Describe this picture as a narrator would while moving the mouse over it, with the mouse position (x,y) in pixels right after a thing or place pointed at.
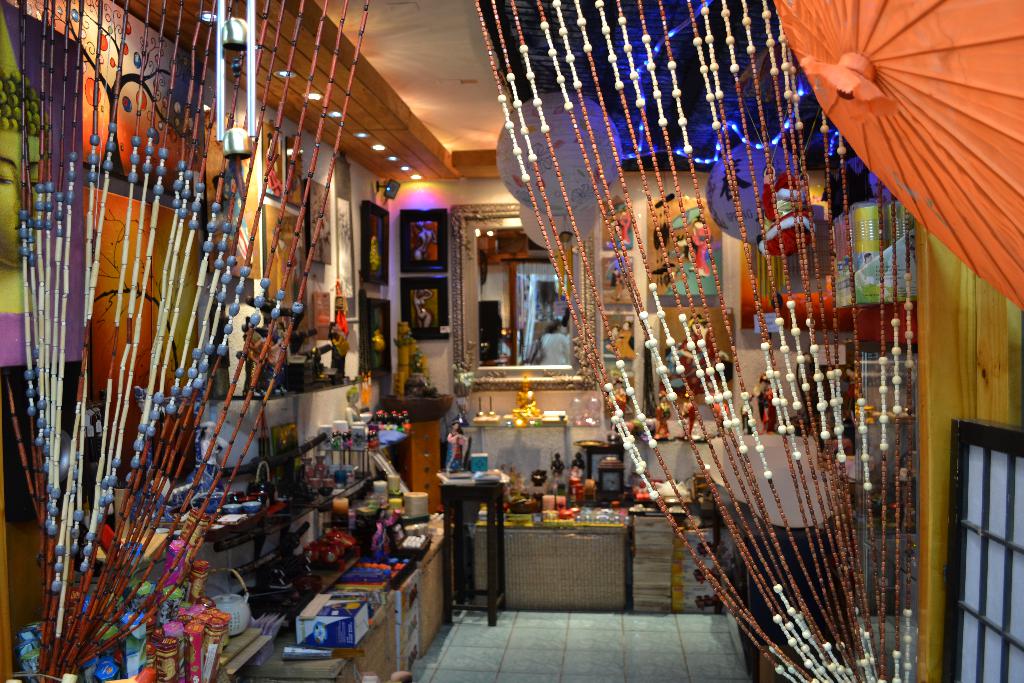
In the picture I can see some decorative items (731,586), some objects (334,550) are placed on the shelves (276,670), I can see photo frames (438,252) on the wall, I can see mirror (534,370) and ceiling lights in the background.
